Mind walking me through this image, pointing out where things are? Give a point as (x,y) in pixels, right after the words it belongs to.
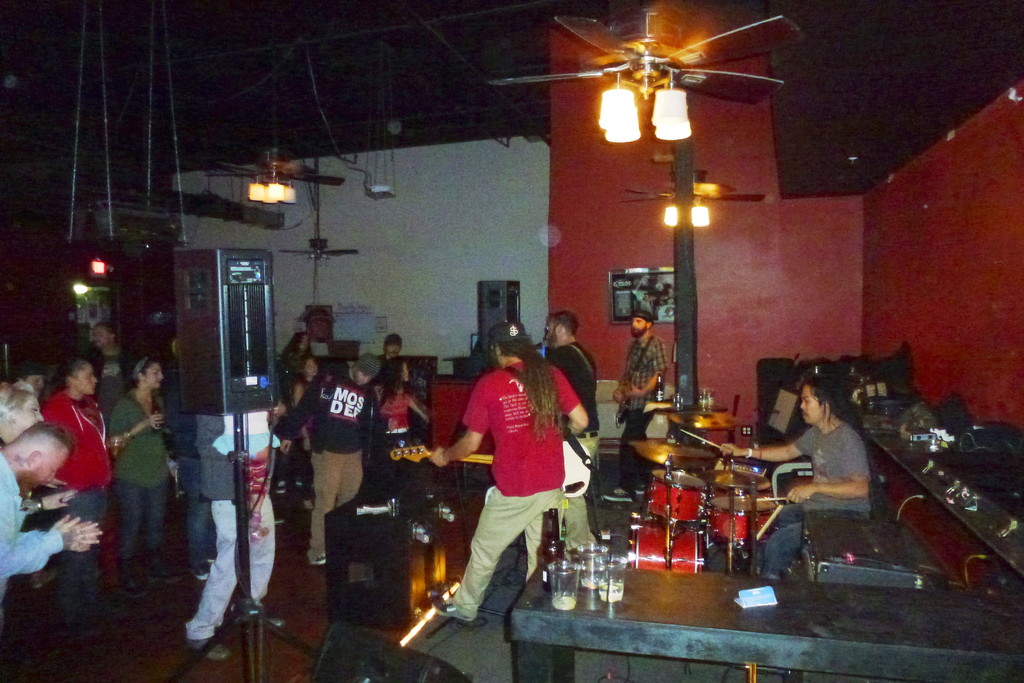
This image is clicked inside a room (460,481). To the left (164,380) there are people (158,419) standing. To the right (795,448) there are musicians (601,461) playing musical instruments (744,515). There is a man (850,450) sitting on the chair (804,464) and playing drums (699,482). There are lamps (615,116) to the fans (278,159). In the foreground (706,613) there is a table (761,616). There are glasses (573,592) on the table (895,618). In the background (655,166) there is a wall (654,164).
